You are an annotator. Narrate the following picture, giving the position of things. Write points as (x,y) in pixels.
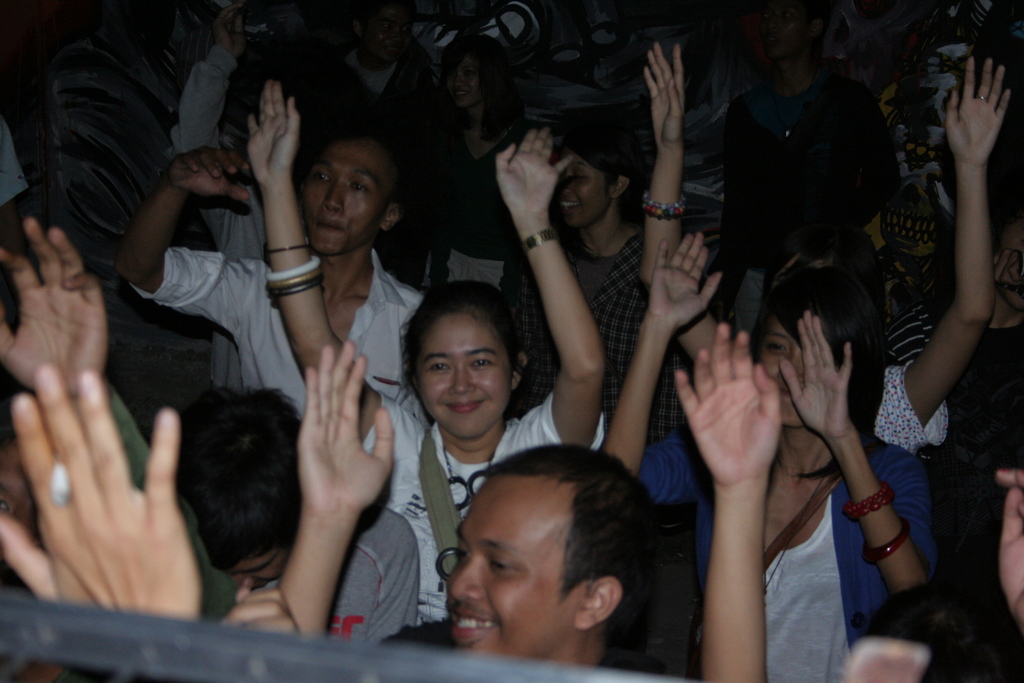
In this image we can see many people (608,167). One girl (530,440) is wearing bangles (314,257). In the background (547,53) it is dark.
